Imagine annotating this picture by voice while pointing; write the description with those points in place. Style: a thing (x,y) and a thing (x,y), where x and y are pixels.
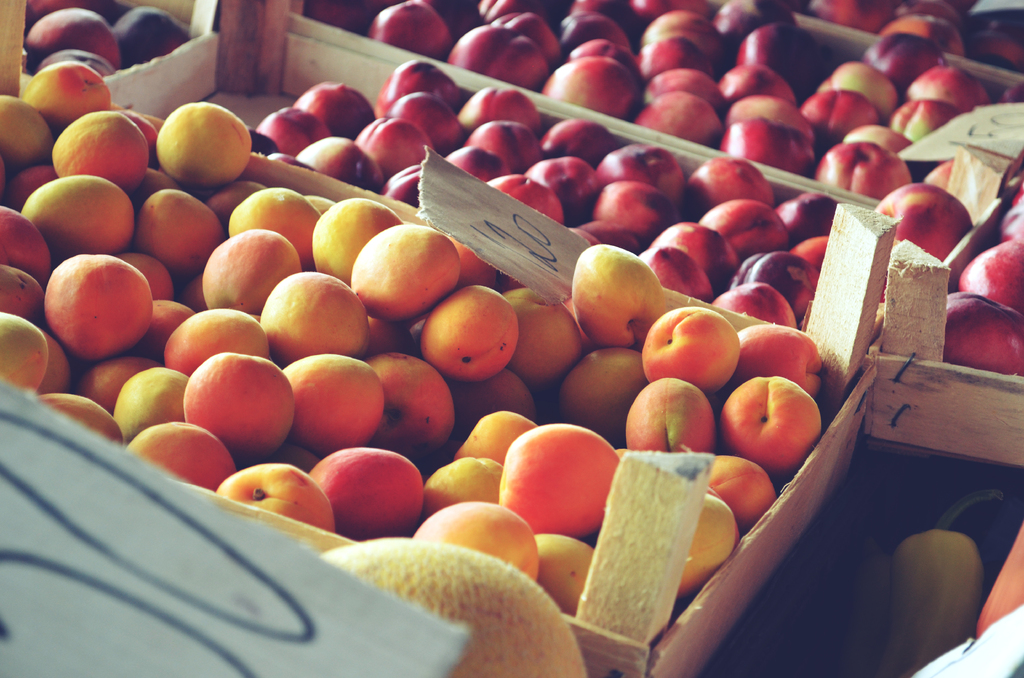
In this image, there are some wooden boxes (870,330), in that there are some red color apples (576,145) kept, there are some yellow color fruits (150,374) kept in the boxes (861,344).
